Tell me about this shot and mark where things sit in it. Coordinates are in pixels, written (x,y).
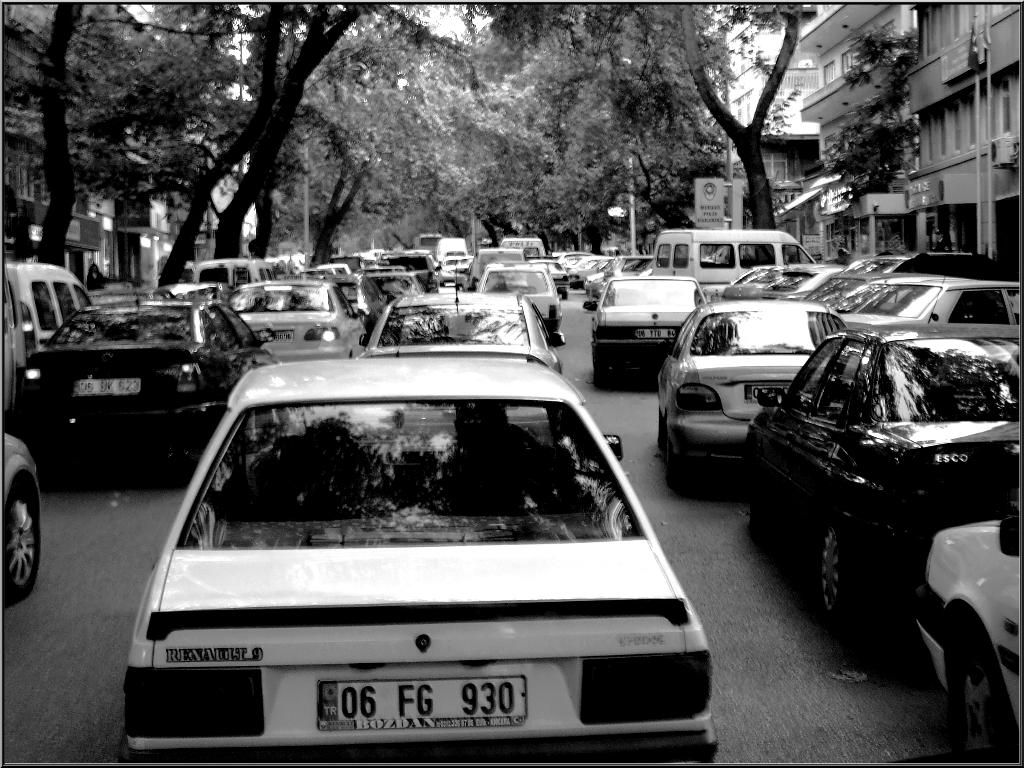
In this picture there are many cars (137,752) in the image and there are buildings (951,138), trees (587,118), and posters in the background area of the image (502,221).
